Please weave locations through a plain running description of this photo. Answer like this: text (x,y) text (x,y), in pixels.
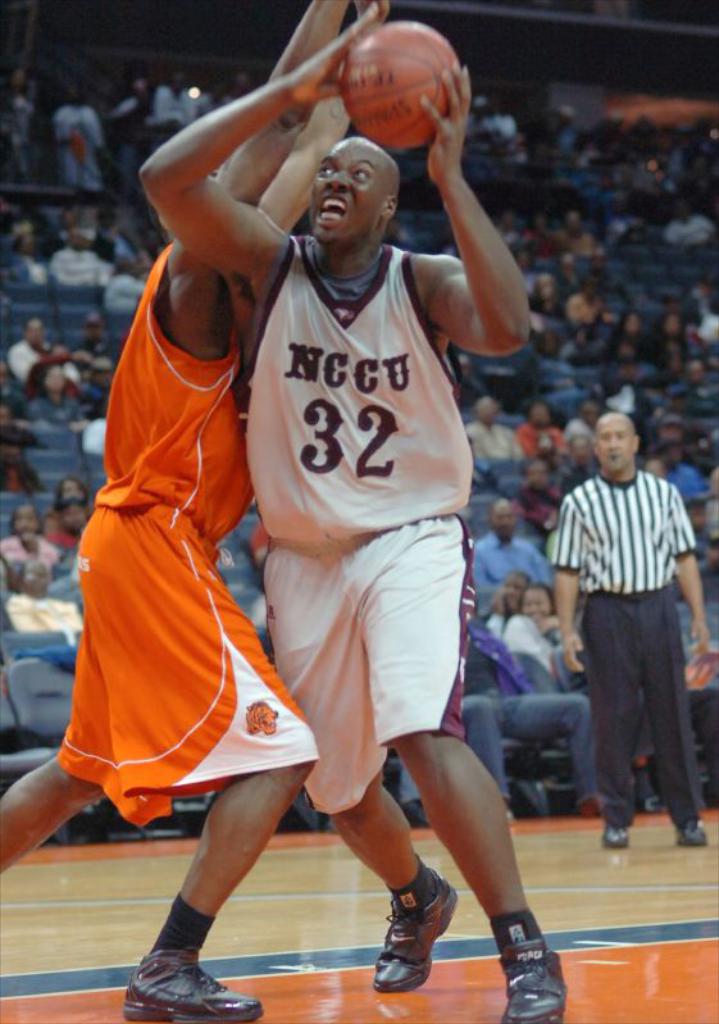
In the picture we can see a two basketball players (216,771) are playing a basketball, one is wearing an orange sportswear (199,770) and one is wearing a white and in the background (39,428), we can see a man (573,635) standing on the floor (711,837) and behind him we can see audience (73,392) sitting in the chairs (114,333).
